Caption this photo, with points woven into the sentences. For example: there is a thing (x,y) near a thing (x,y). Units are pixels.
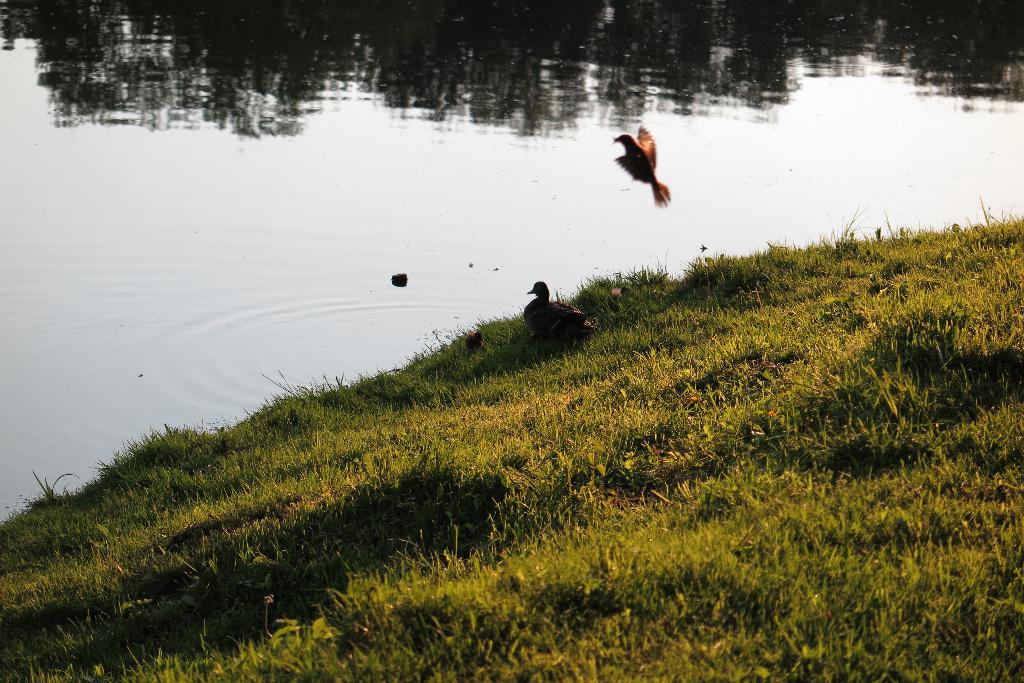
Here we can see two birds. This is grass (629,591). In the background (451,176) we can see water (819,162).
